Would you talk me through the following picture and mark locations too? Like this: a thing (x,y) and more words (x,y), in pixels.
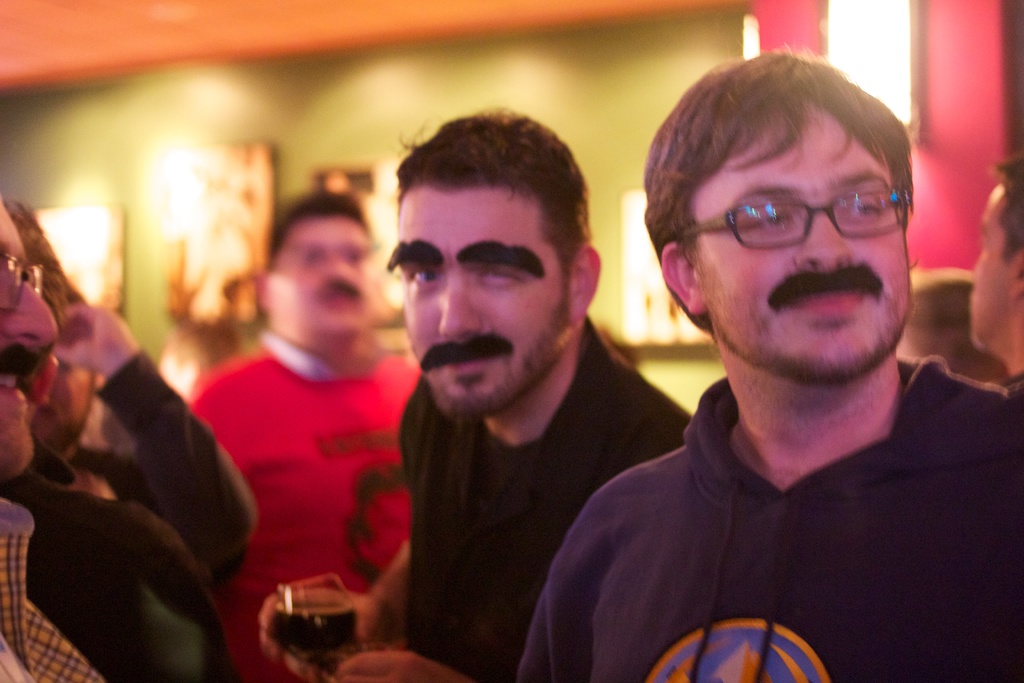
In this image, there are men (65,318) standing and a man (358,633) is holding a glass (332,637). In the background (302,363), there is a man (343,428) in a red t-shirt (364,462) and few objects (263,187) on the wall (305,176).
